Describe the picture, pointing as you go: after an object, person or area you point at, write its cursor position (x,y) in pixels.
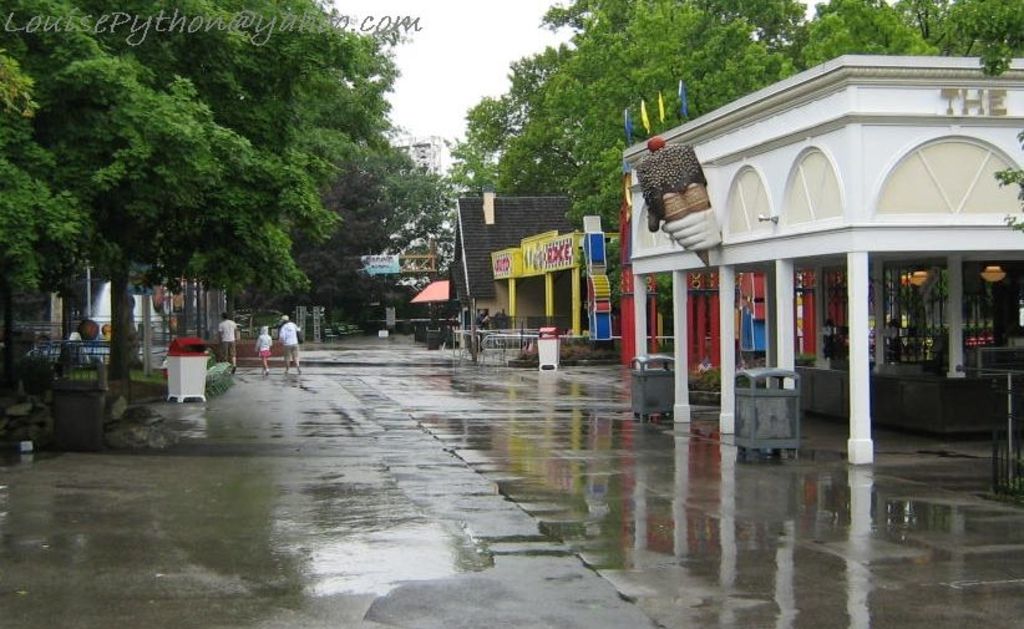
This picture consist of a main road (413,481) and there are persons (296,356) walking on the road (251,381) and there is a red color box (191,382) kept on the road (178,414) on the left side (194,370). And there is a building (857,164) visible on the right side (871,199) and there are some trees (645,54) visible on the right side (701,25) and there is a sky (448,69) visible on the middle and there are some bins (659,384) kept on the right side (771,424).
